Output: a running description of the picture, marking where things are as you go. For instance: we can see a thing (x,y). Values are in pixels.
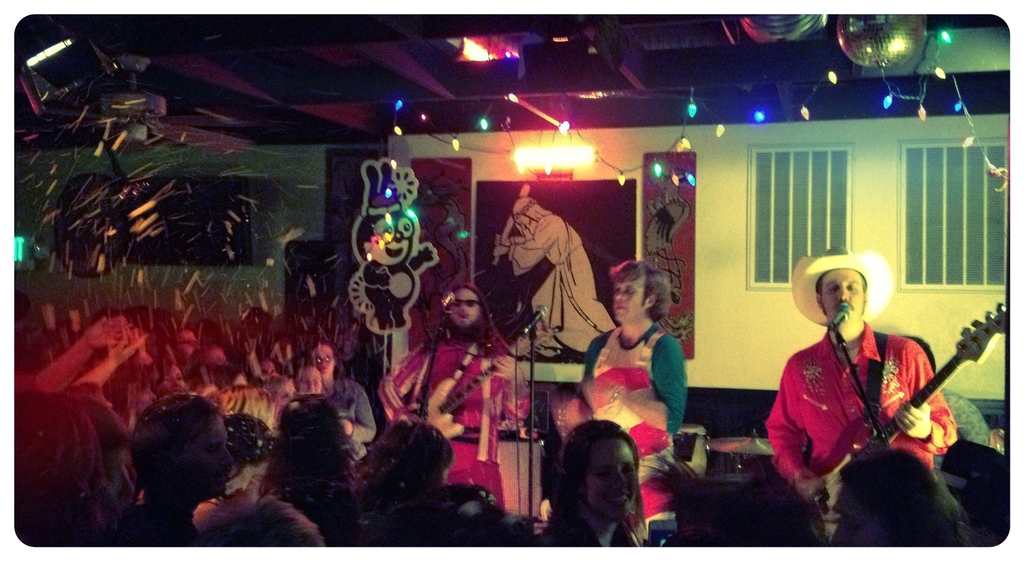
In this picture we can see three persons (789,379) standing in front of a mike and playing some musical instruments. At the left side of the picture (141,386) we can see a crowd (273,357). Here we can see lights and decorative lights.
